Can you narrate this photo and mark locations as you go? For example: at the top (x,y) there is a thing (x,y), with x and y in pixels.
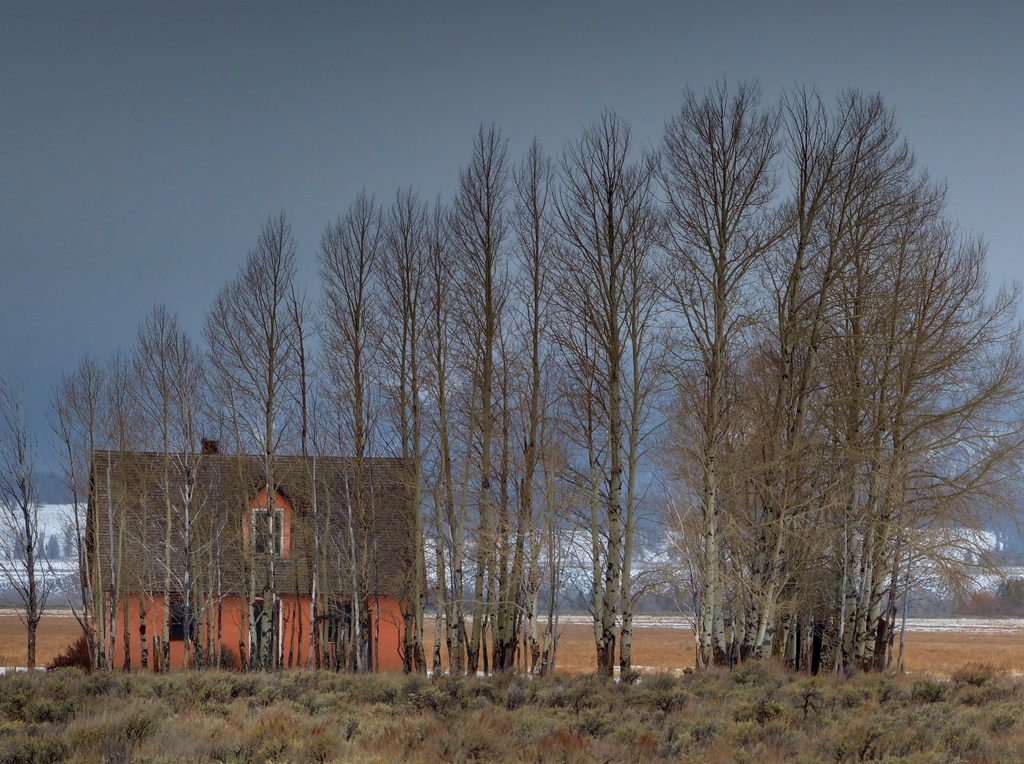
In the left side (132,610) there is a house (340,498) which is in orange color and these are the very big trees (798,394). At the top (323,131) it's a cloudy sky (352,133).
